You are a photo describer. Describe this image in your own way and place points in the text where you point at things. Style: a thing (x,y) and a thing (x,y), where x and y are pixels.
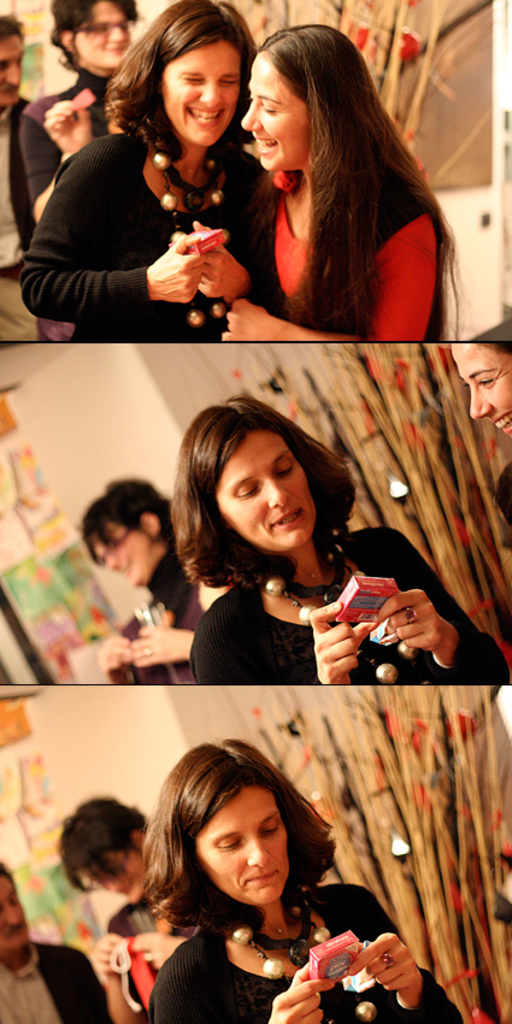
In this image there is a collage, there are persons (177,240) holding objects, there is a person (21,171) truncated towards the left of the image (4,98), there are objects (354,32) behind the persons (352,58), there is a wall (128,426), there is a person (477,385) truncated towards the right of the image (491,350).
